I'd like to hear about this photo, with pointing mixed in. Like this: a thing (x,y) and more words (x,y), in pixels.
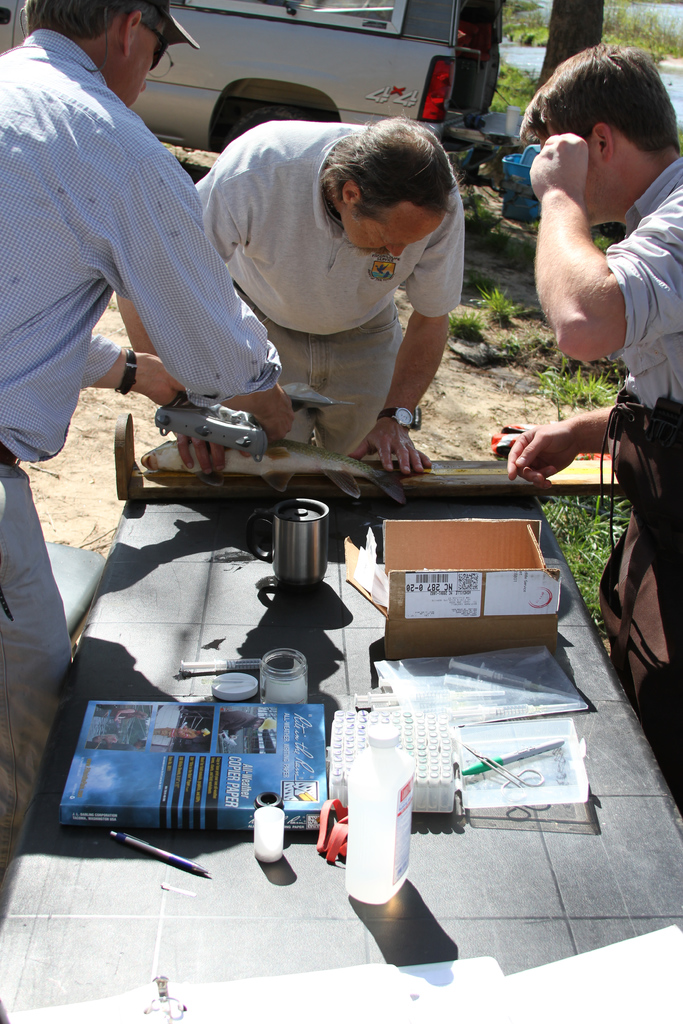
In the left (40,53), a person (178,376) is holding an object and standing in front of the table (246,539). In the middle (371,473), a person (384,426) is holding a fish (371,473). In the right (543,109), a person (612,438) is standing. In the top (431,118), a car (387,44) of silver in color is visible, which is half. In the right top (671,87), a water (669,71) is visible and tree trunk (584,24) and grass (597,588) visible. This image is taken during a sunny day.
